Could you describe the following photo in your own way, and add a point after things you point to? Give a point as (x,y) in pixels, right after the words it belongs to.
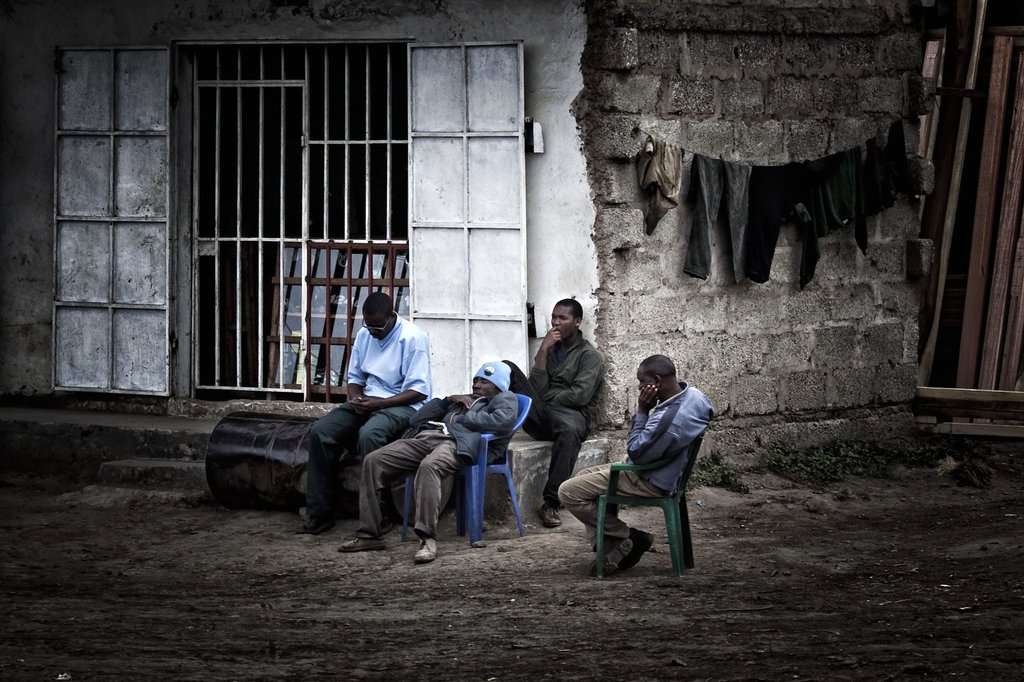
In this image I can see the ground (347,629), few chairs (470,488) and few persons (603,483) sitting. I can see a black colored barrel (255,458) and a person (353,421) sitting on it. I can see a house (608,56), a metal gate (327,189) and few clothes (714,214) hanged to the rope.
